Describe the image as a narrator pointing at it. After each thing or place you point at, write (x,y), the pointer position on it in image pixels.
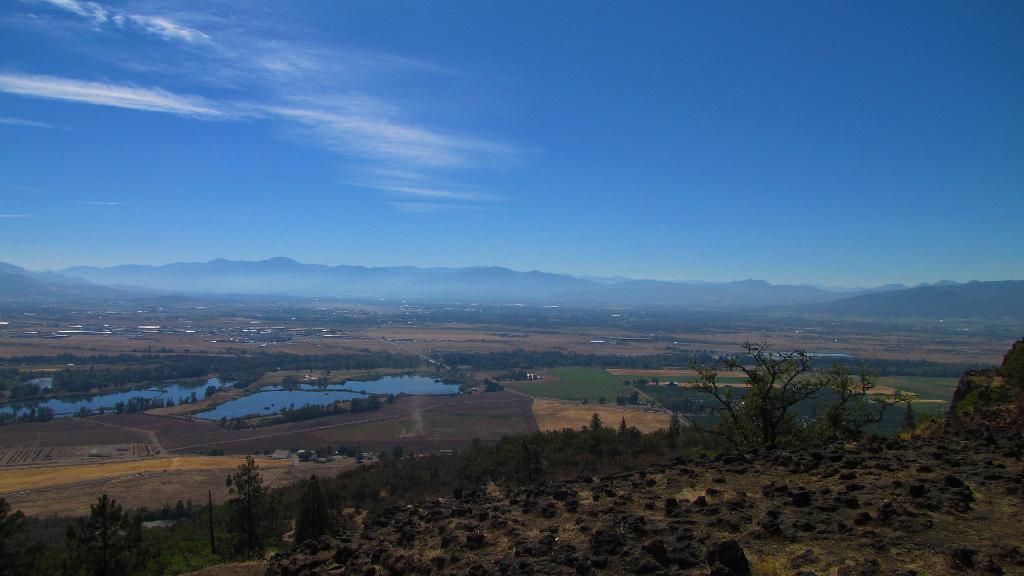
In this image at the top (445,68) there is the sky (506,159), in the middle (515,273) there is the hill (343,520), trees (475,461), water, in the bottom left (212,525) there are plants (302,523) visible.
